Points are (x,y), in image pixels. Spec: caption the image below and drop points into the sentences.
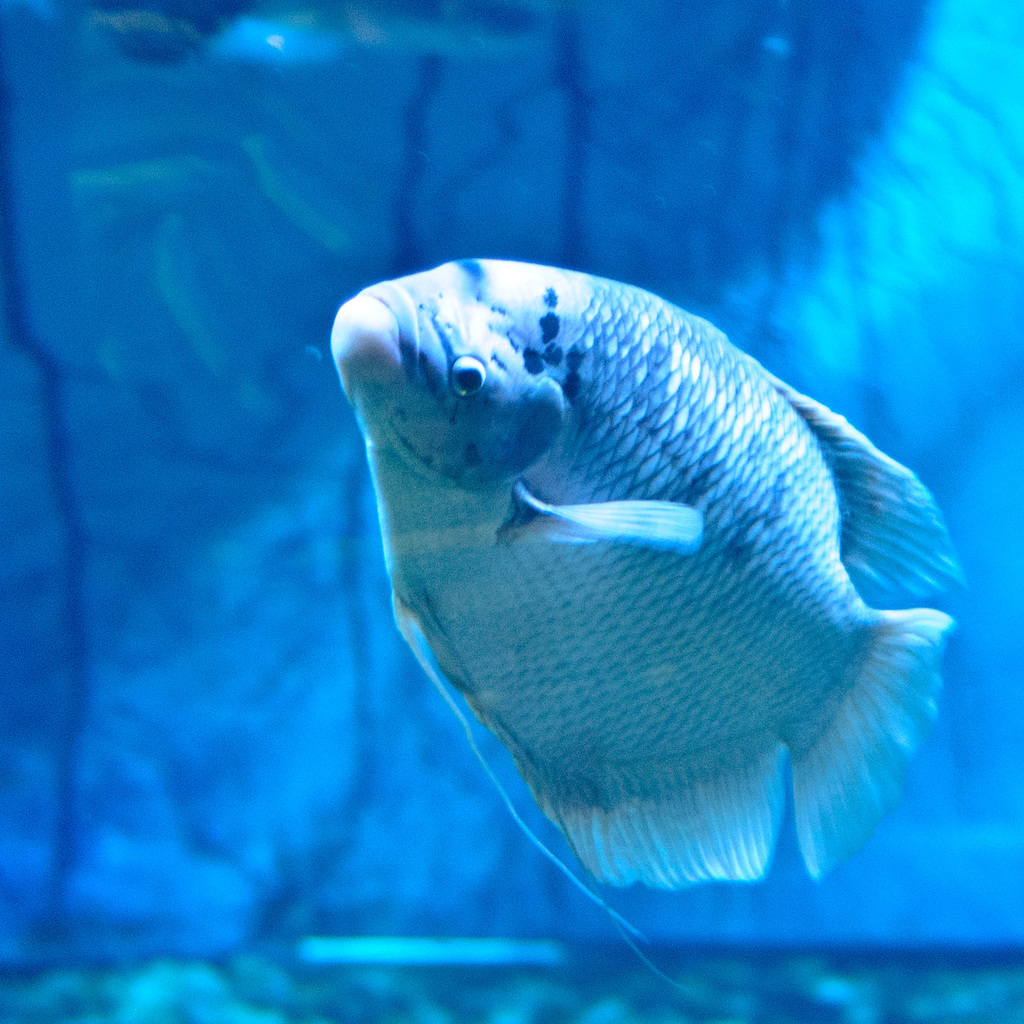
In this image, we can see a fish (662,642) in the water (780,77).
